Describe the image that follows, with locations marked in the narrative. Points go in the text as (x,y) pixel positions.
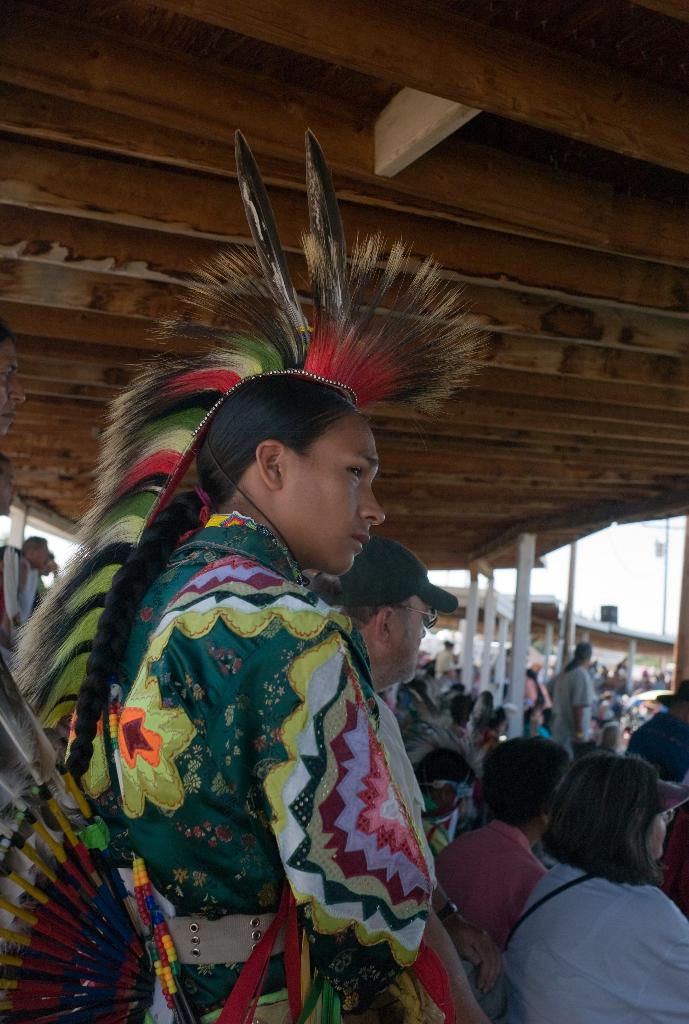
In this image there is a person (274,652) standing wearing costumes (131,962), in the background (478,874) people (543,827) sitting on chairs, on the top (421,109) there is ceiling (353,109).
